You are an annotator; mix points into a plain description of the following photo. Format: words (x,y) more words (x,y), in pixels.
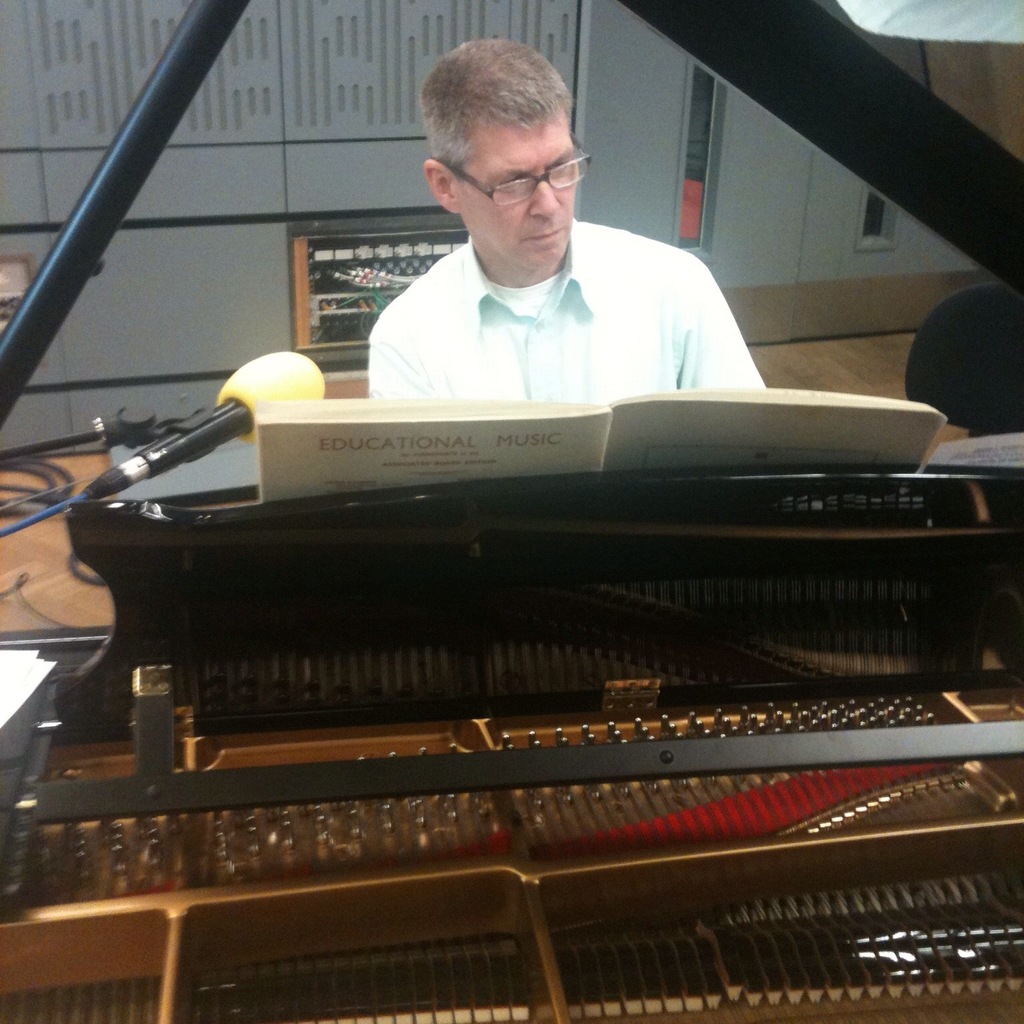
In the image we can see there is a man (520,327) who is sitting in front of a piano (647,641).
